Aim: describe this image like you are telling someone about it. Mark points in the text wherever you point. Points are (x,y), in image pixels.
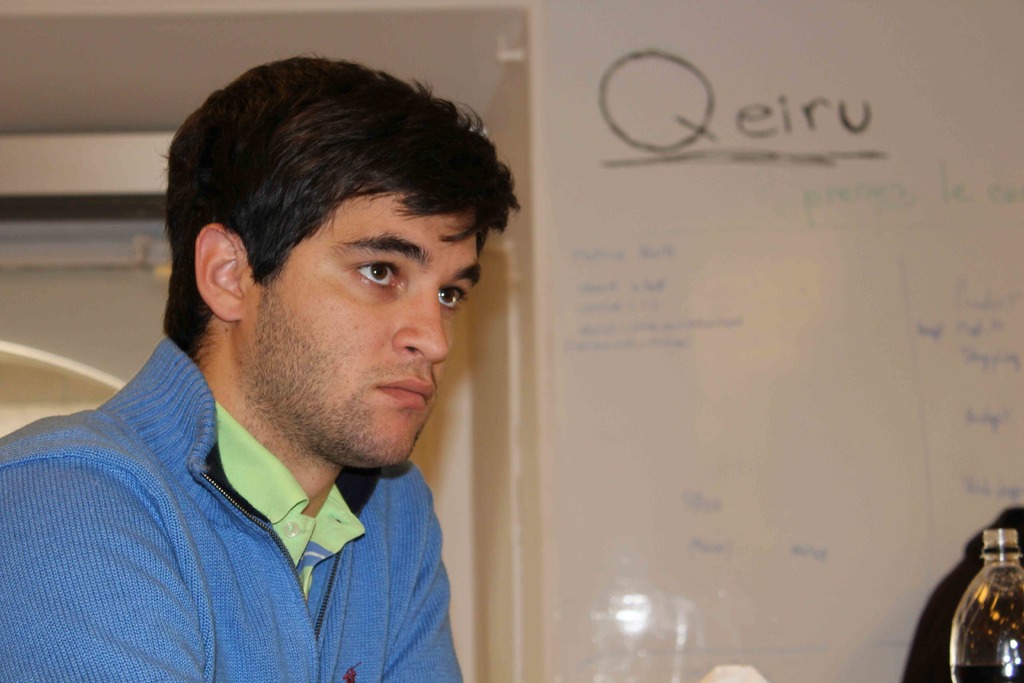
A man (246,73) sitting at a table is looking at something.
